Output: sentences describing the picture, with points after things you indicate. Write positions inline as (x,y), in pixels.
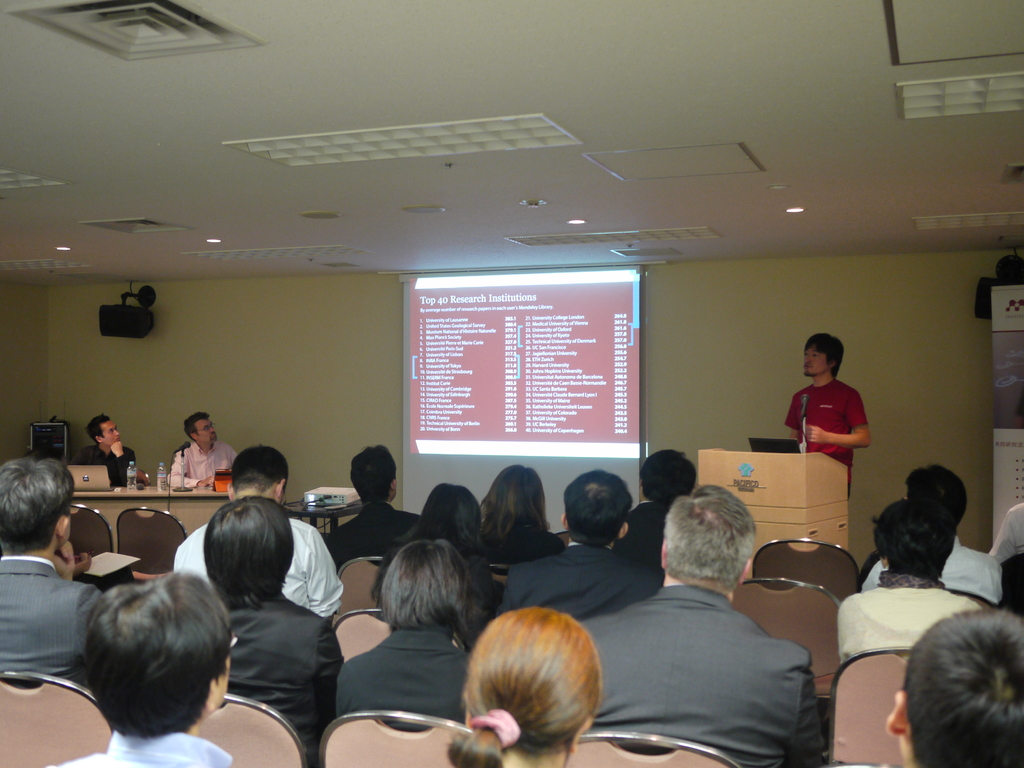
This image consists of many people (532,496). It looks like a conference hall (856,532). On the right (796,405), we can see a man (834,438) wearing a red T-shirt (796,405) is standing near the podium (800,455) and talking. In front of him, there is a laptop (765,448) on the podium (784,454) along with the mic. In the middle (500,301), we can see a projector screen (458,392) on the wall (782,415). On the left (114,478), there are two persons (191,484) sitting in front of a table (215,500). At the top (449,107), there is a roof (425,111) along with the lights (522,147).
